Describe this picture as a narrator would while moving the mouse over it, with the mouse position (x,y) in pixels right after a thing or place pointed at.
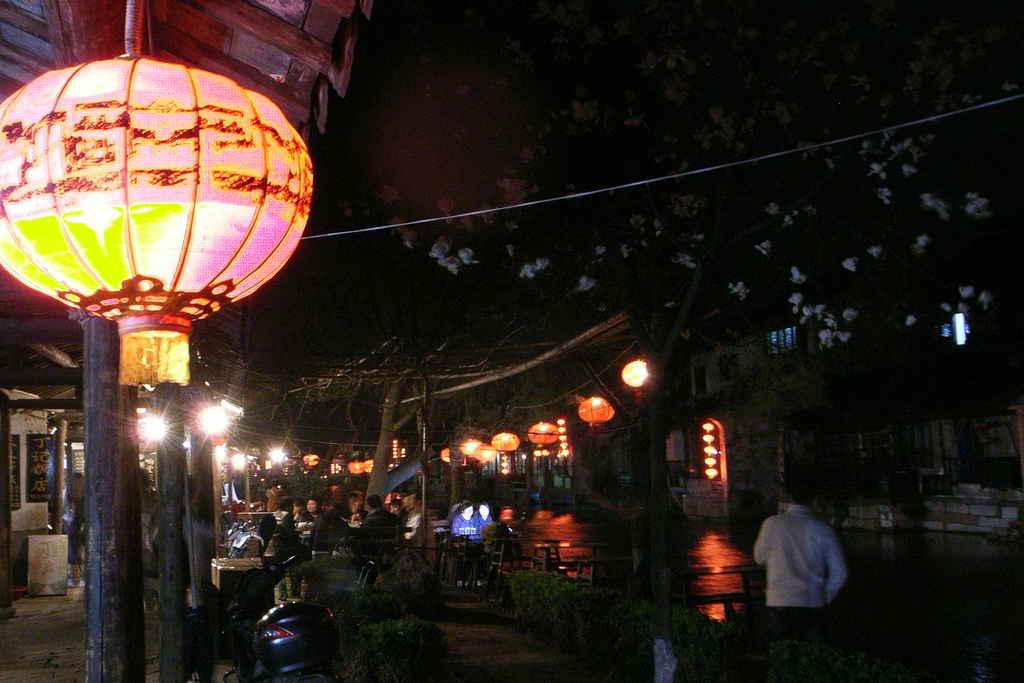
In this image there are Chinese lanterns (251,227) hanging, two persons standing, group of people (314,508) sitting on the chairs (436,537), tables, buildings (971,475), plants (366,625), trees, motor bike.
